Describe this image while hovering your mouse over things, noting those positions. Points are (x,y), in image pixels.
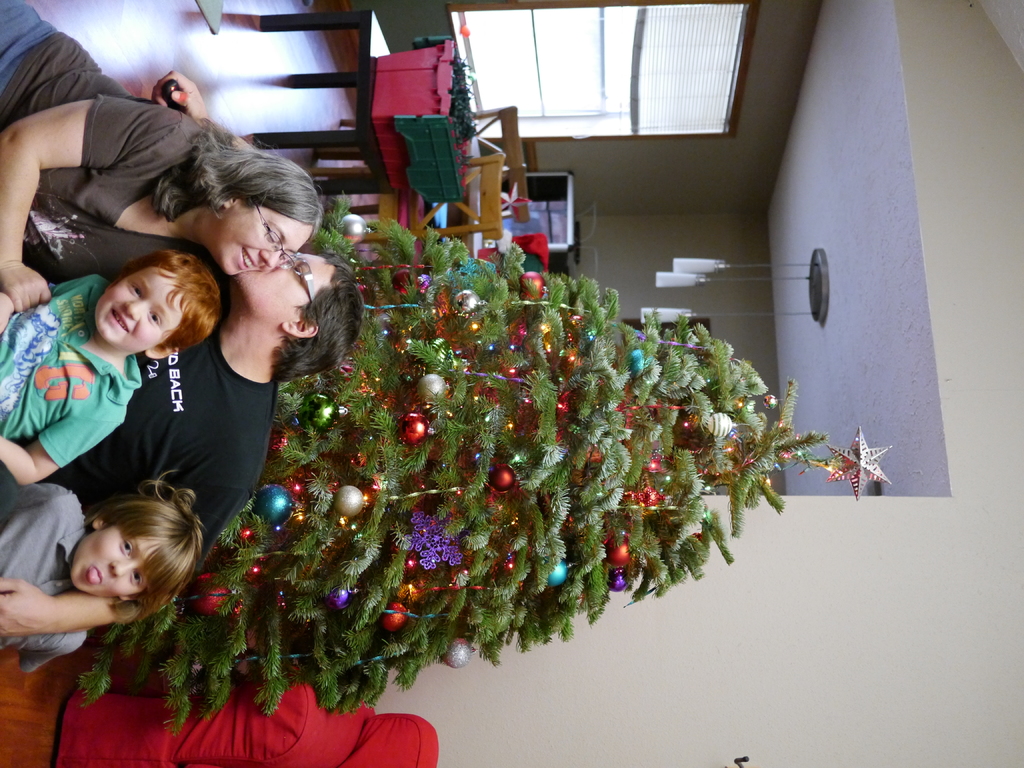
In this image few persons (104,127) are sitting before a Christmas tree (406,449) which is decorated with few lights (654,465) and few decorative items (447,557). Beside it there is a table (365,145) having red and green boxes (435,143) on it. Behind it there are few chairs (496,171). Few lights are hanged from the roof (859,322). Top of image (603,131) there is window (684,133) to the wall (751,217). Left bottom there is a chair (430,760).
